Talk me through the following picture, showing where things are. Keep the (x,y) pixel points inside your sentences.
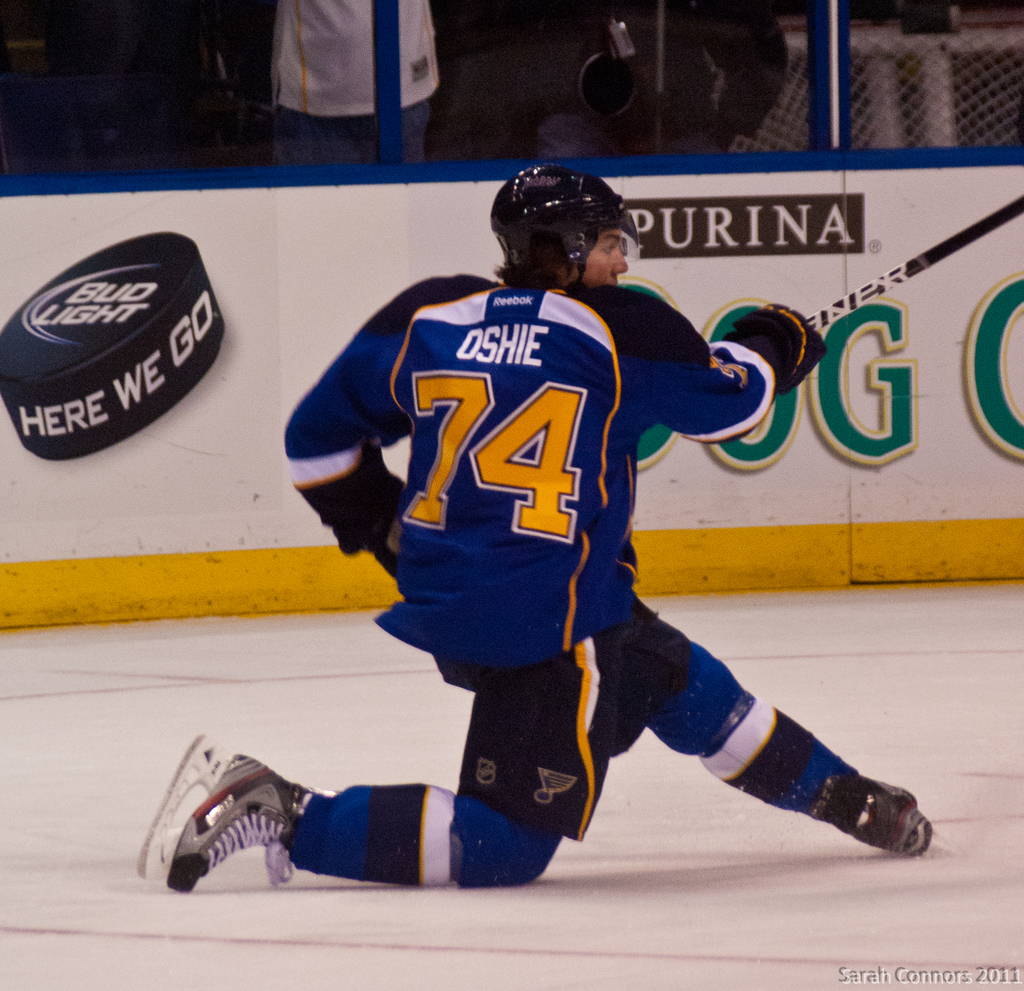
The man (396,489) in the middle of the picture (493,532) wearing a blue T-shirt (583,378) and a black helmet (558,179) is holding a hockey stick (1019,210) in his hand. He might be playing the hockey. Behind him, we see a white board (298,371) with some text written on it. Behind that, we see a fence (802,99). Behind that, the man (351,77) in white T-shirt (360,68) is standing. This picture might be clicked in the indoor stadium (372,681).
